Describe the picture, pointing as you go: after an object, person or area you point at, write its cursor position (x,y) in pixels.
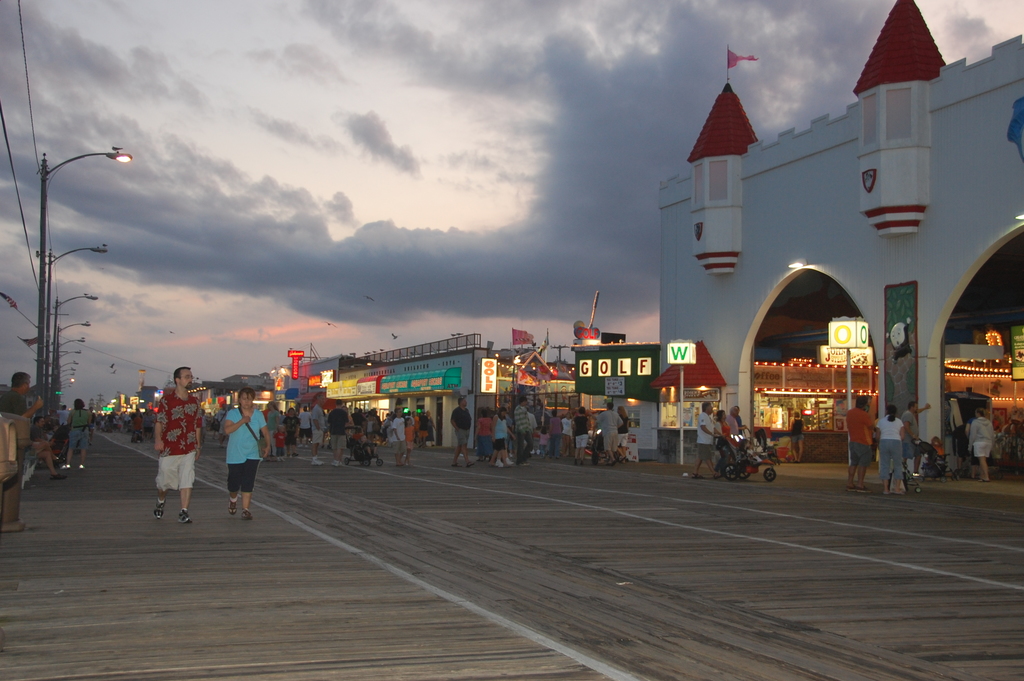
In the center of the image (404,421) we can see a few people (407,433) are standing and a few people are sitting and they are in different costumes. Among them we can see a few people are walking and a few people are holding some objects (733,478). In the background (279,214), we can see the sky (311,141), clouds (345,244), buildings (591,349), poles (54,336), lights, sign boards (802,375), banners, wires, flags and a few other objects (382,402).
